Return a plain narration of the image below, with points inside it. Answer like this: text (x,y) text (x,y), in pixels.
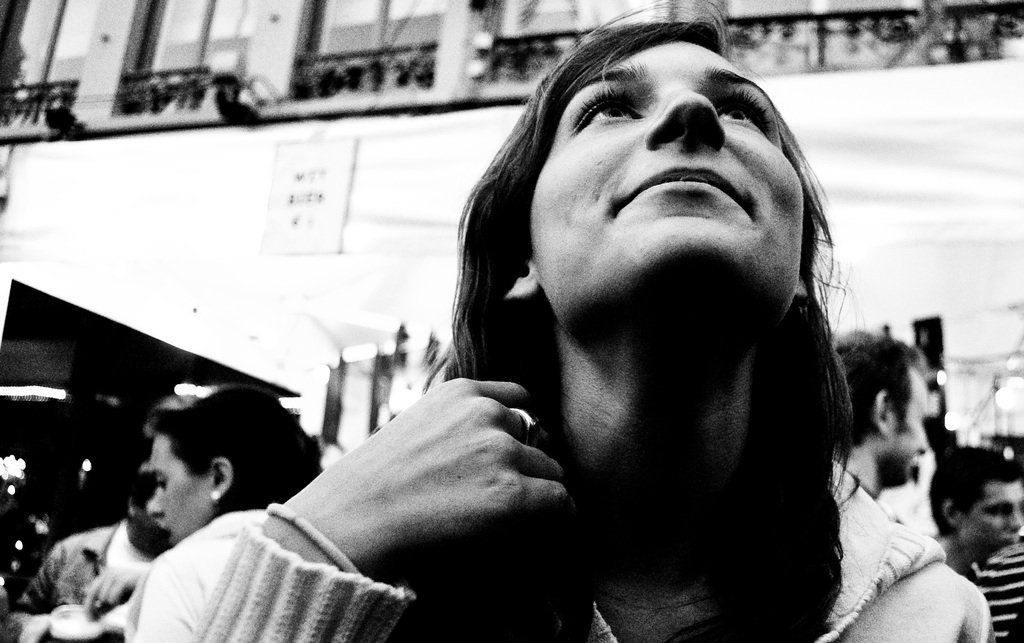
In this picture there is a woman (608,71) on the front (759,77) and she looks up.
